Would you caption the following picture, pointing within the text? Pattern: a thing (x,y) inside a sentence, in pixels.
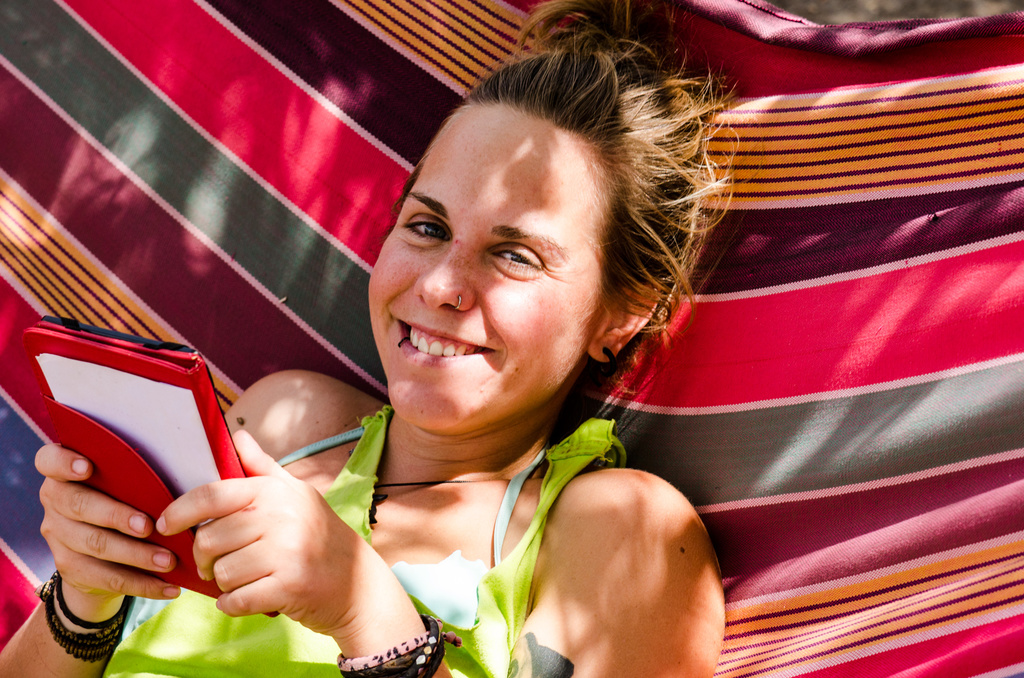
A woman (462,405) is lying and smiling holding an object (93,438). She is wearing a green dress (167,614).
